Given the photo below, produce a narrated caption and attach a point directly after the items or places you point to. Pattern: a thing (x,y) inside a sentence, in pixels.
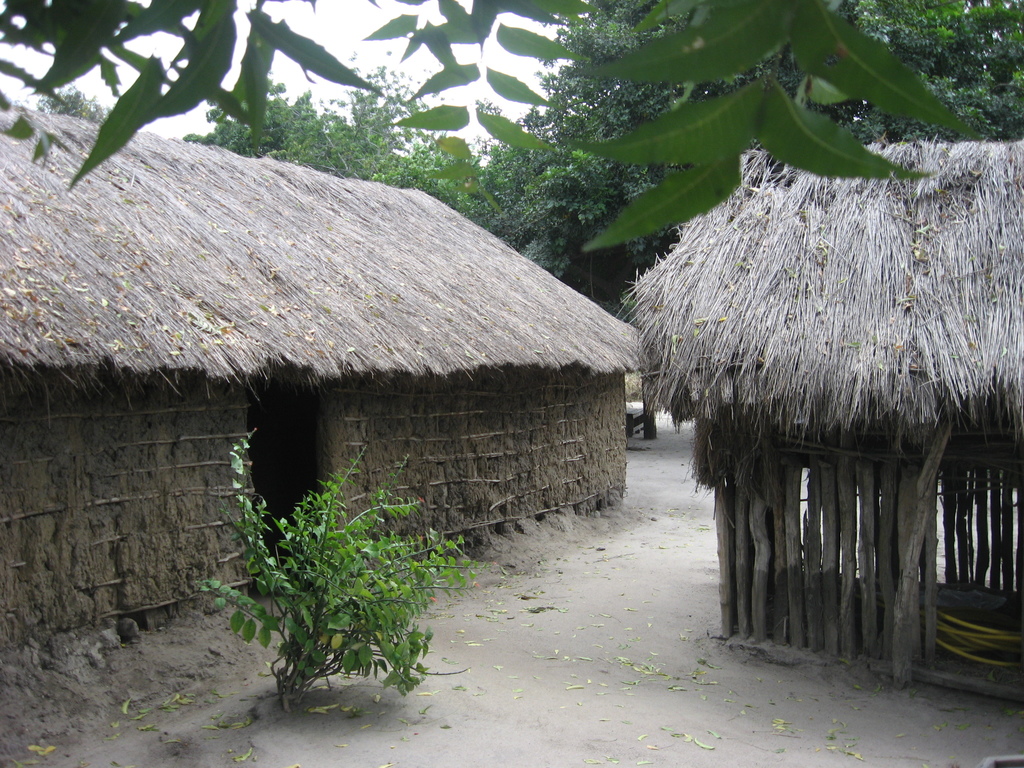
There are two huts (505,327). In front of the hut (609,378) there is a plant (378,573). In the back (553,121) there are trees (556,80) and sky (315,39).
